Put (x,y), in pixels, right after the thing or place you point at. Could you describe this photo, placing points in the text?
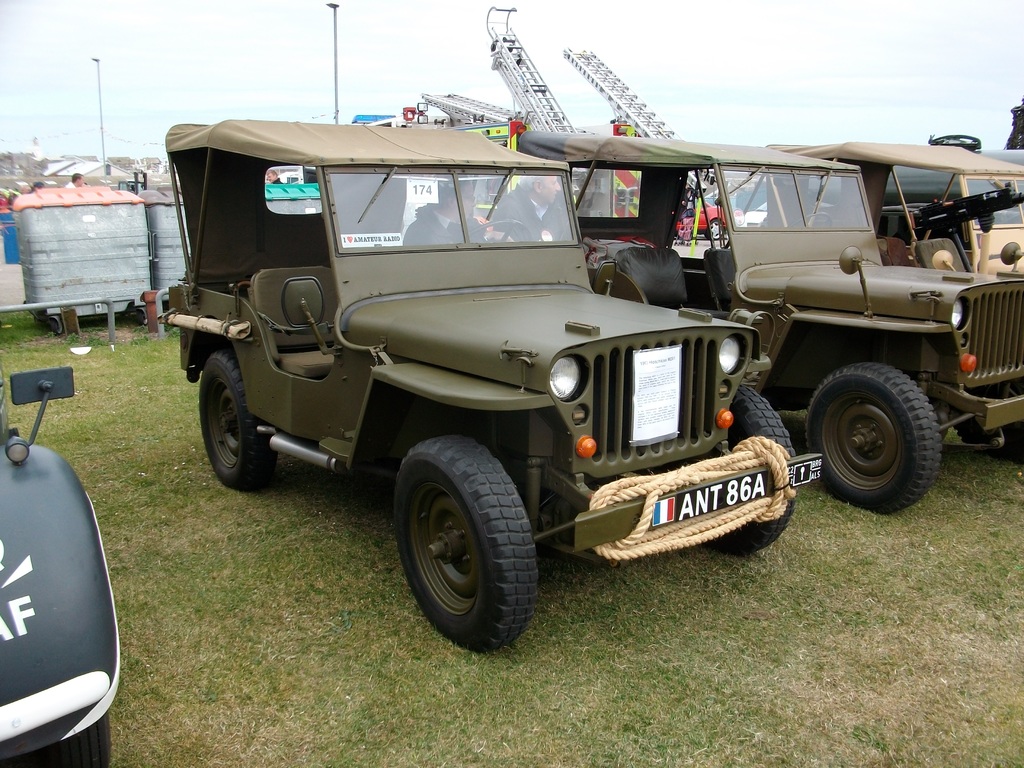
Land (270,716) is covered with grass (628,760). Here we can see vehicles (464,359) and light pole (335,15). This is rope (665,532). In-between of these vehicles (413,303) there are two people (544,222).
